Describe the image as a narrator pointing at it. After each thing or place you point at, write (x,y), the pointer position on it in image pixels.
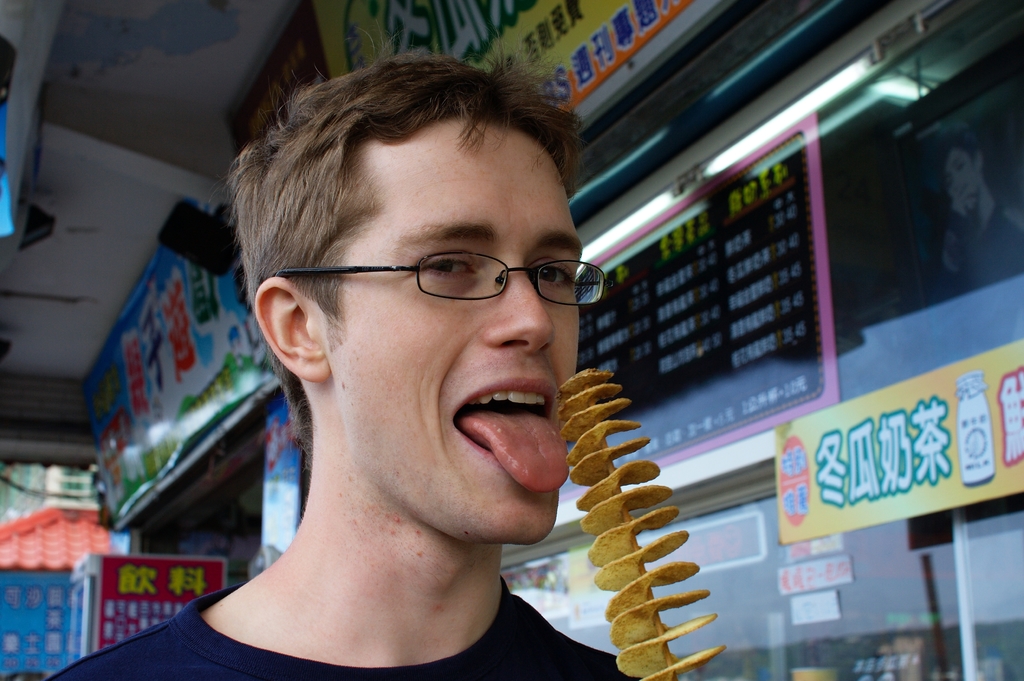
In this image we can see a man (386,386) and a potato skewers (622,532). In the background (665,615) we can see stores (619,87) and information boards (174,399).
